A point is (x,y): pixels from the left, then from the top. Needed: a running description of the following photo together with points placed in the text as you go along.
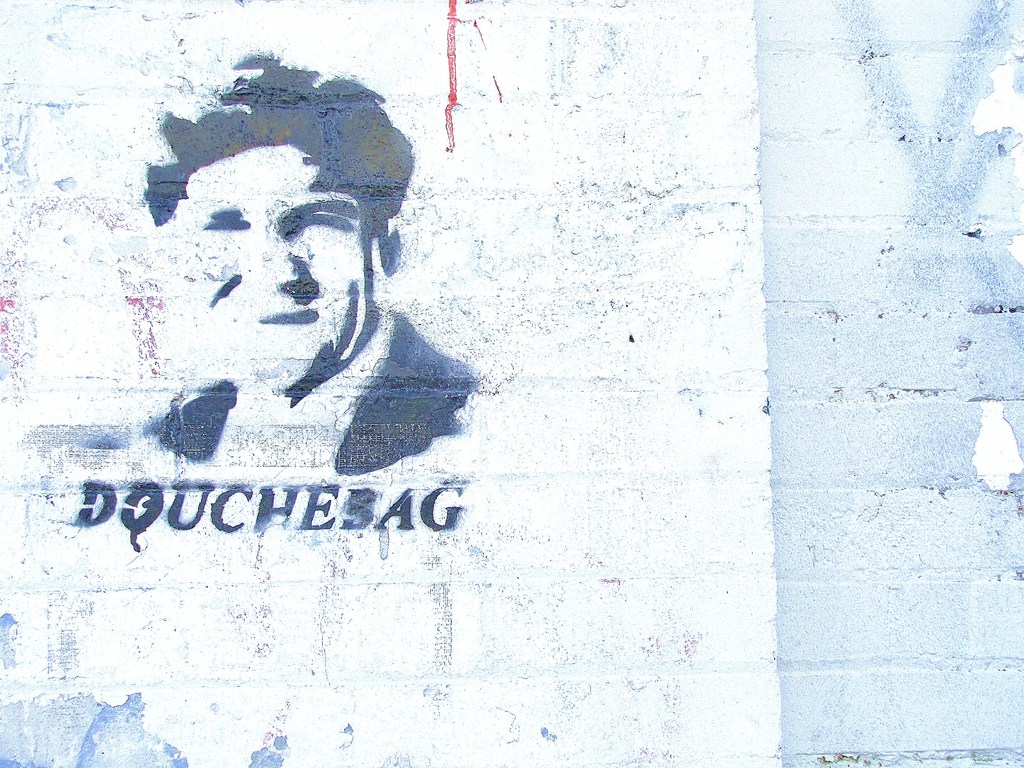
In this image I can see a white colour thing (655,288) and on it I can see the painting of a man (450,390). I can also see something is written below the painting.
